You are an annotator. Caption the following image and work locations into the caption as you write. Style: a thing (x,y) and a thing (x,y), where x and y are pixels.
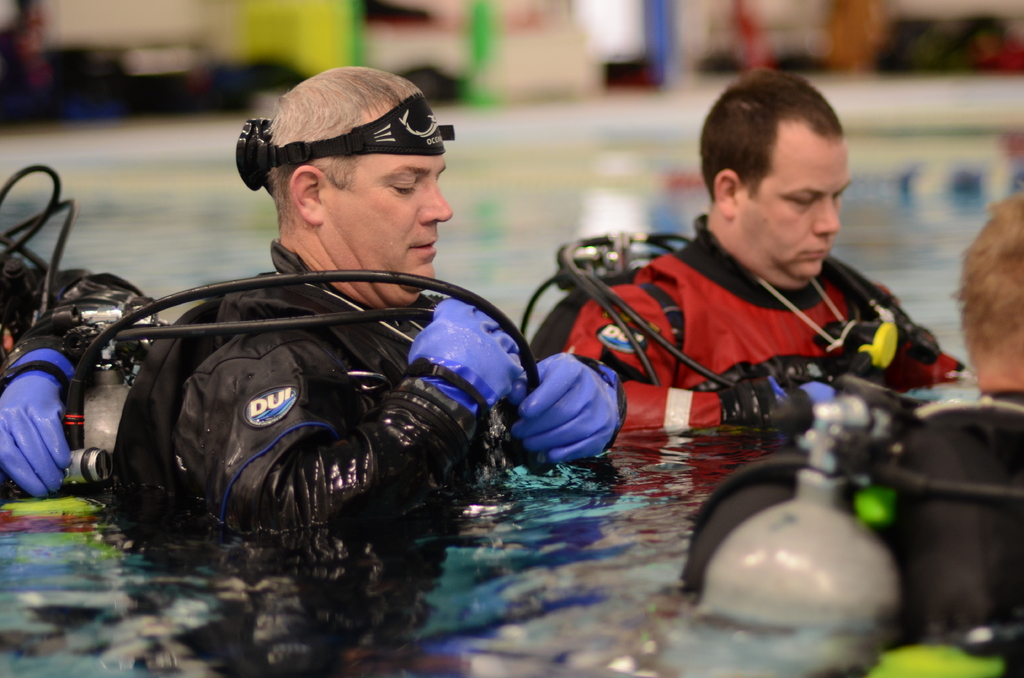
In this picture, there are four people (381,269) standing in the water (585,591). All the men (215,438) are wearing jackets (363,392) and carrying gas cylinders (746,612).
